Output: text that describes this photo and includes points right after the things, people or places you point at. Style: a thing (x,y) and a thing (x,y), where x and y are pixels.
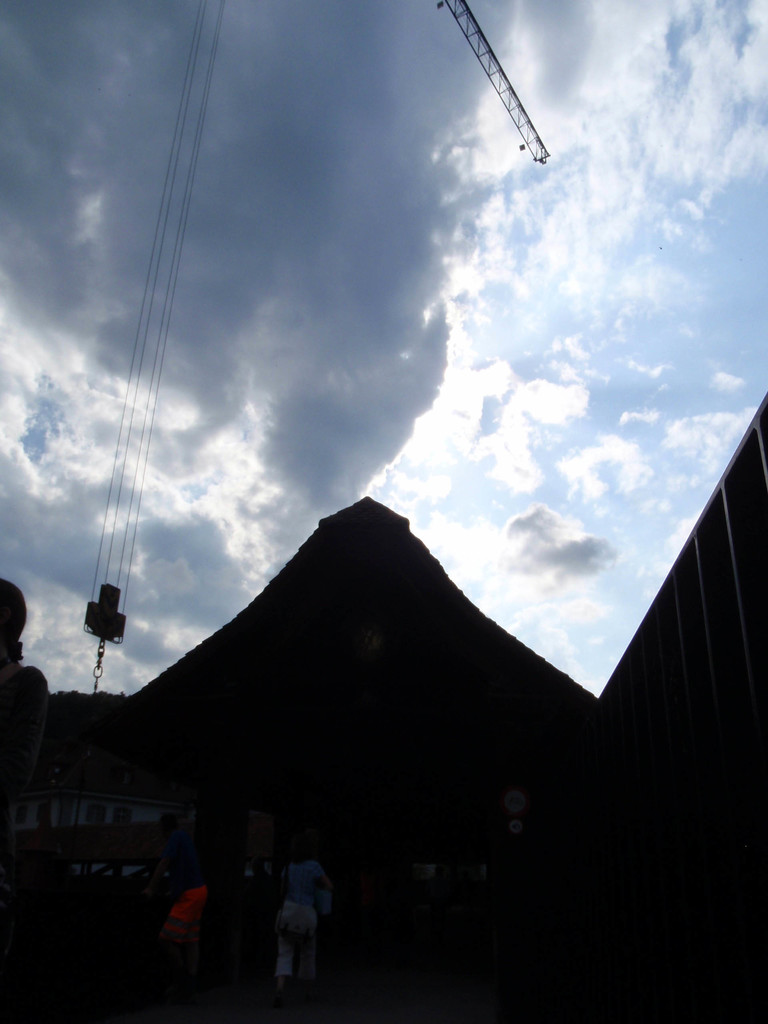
In this image at the bottom (217,785) the image is dark but we can see few persons (26,735), house (40,829) and objects (60,877). In the background (55,687) we can see clouds (267,101) in the sky (206,251) and a crane (217,42).
